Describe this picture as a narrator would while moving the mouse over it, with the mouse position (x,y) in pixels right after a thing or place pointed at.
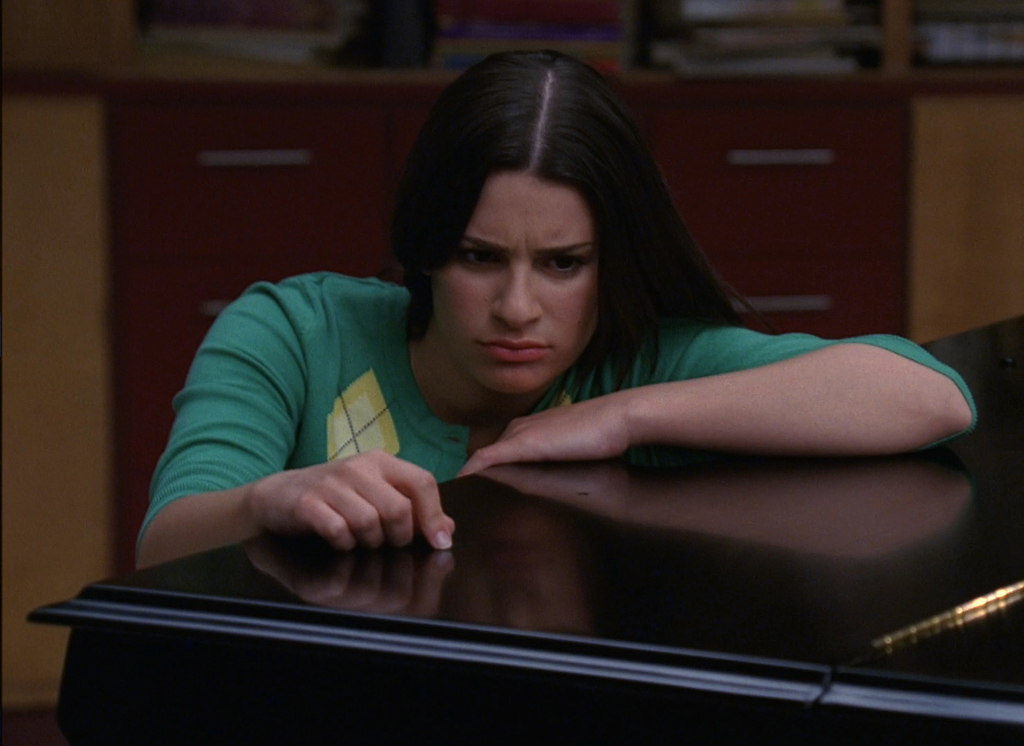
In this image I can see a woman (482,428) beside the piano (530,508) and she is looking at the piano (533,473). In the background (378,53) I can see a cupboard (808,142) and there are some books (762,50) are placed in it.
